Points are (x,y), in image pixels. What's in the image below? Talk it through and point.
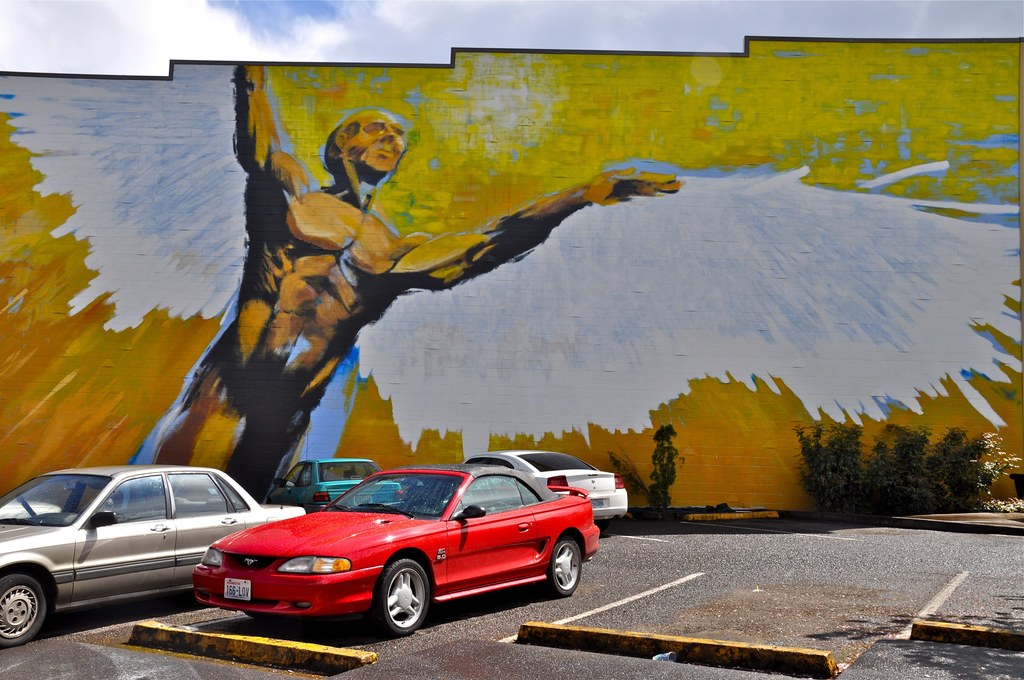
In this image, we can see vehicles (449,477), plants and speed breakers (635,646) on the road (665,548). In the background (667,293), there is a painting (565,185) on the wall (616,182). At the top (444,46), there are clouds (477,30) in the sky (471,22).
